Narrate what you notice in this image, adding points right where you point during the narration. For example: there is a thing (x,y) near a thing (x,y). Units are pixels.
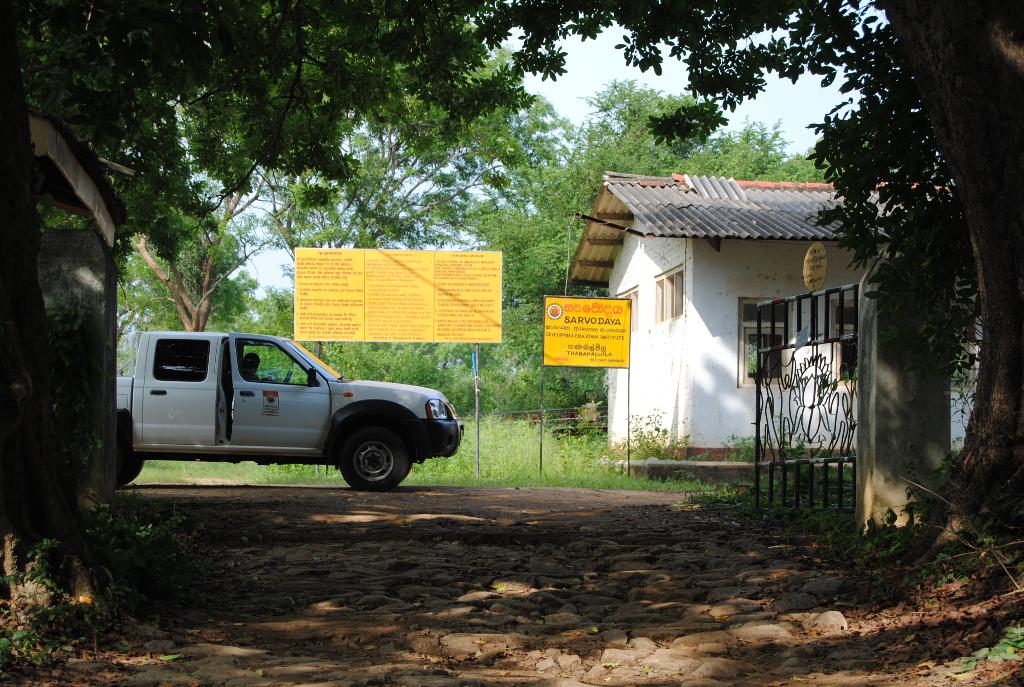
In this image I can see number of trees (664,154), iron gate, yellow colour boards (499,297), white building (674,333), windows (740,336) and in background (584,57) I can see the sky (799,127). I can also see something is written on these boards (371,317) and here I can see shadows (414,544).
